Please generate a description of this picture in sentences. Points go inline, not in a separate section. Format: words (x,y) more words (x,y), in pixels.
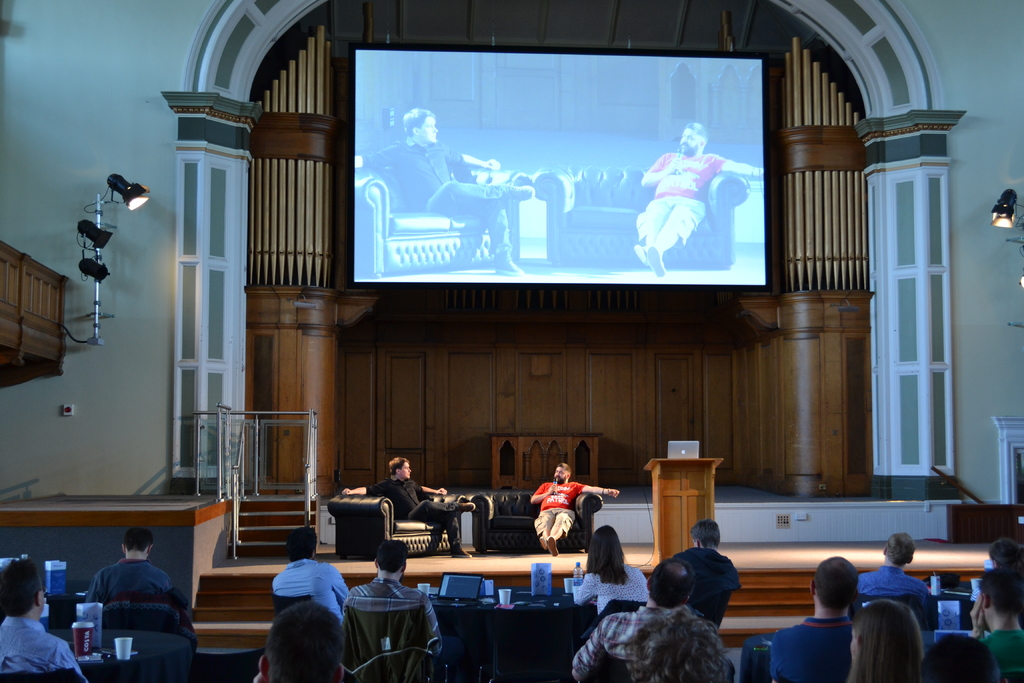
In this picture we can see group of people (383,590), they are all sitting, in front of them we can see few cups (84,647), bottles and other things (547,576) on the tables (545,601), in the background (679,458) we can see a laptop (677,441) on the podium (705,515), also we can see a projector screen (651,222), few lights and metal rods (218,472).
